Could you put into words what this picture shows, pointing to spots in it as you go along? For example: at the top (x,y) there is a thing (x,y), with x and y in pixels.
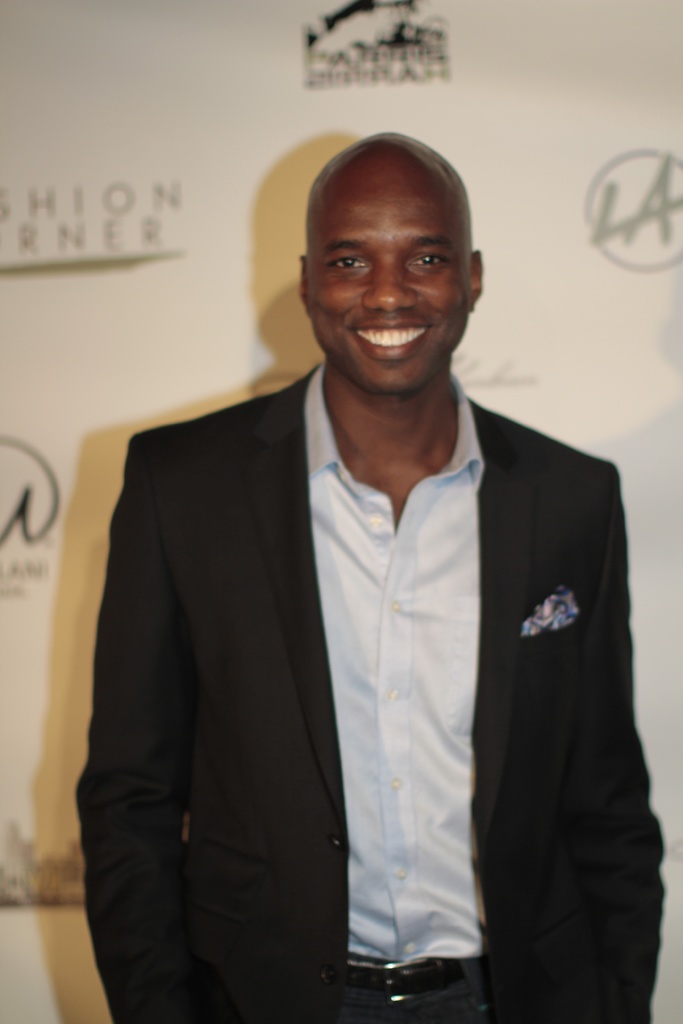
In this image there is a person (459,730) standing with a smile (365,335) on his face (375,382). In the background (574,379) there is a banner (184,254) with a sponsor names (399,50) and logos (98,215).
